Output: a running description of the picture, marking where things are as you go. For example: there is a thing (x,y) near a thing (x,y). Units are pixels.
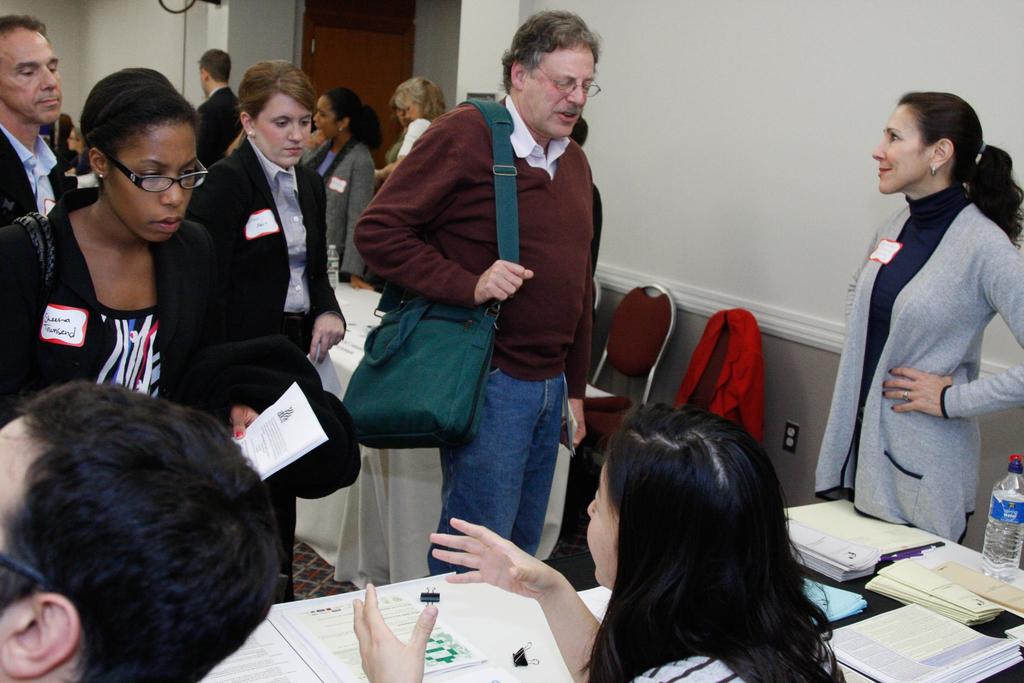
In this picture we can see a woman (537,594). There are few books (848,642), a binder clip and bottle (1008,528) on the table (553,676). We can see a few people (89,117) are standing. There are chairs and a jacket (752,354) is visible on a chair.
